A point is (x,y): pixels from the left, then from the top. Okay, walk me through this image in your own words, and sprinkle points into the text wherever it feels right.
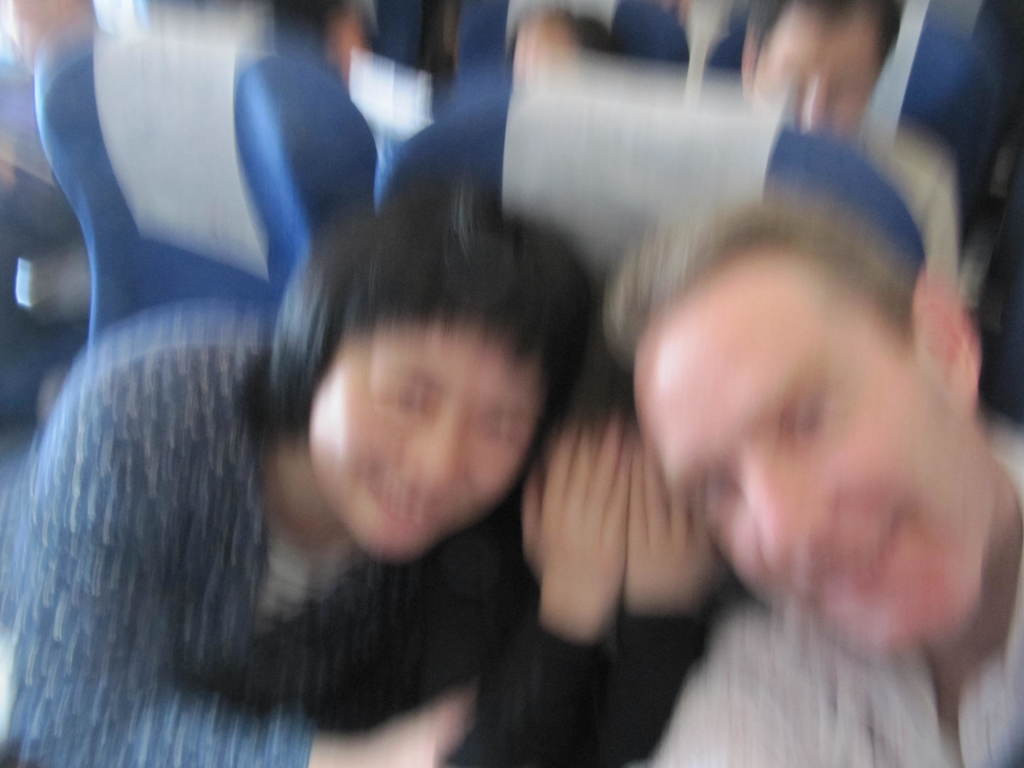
In this picture we can observe three members (372,363) sitting in the blue color seats (202,198). Two of them (913,609) are adults (714,325) and the other (606,614) is a kid (598,617). The image is blurred.
